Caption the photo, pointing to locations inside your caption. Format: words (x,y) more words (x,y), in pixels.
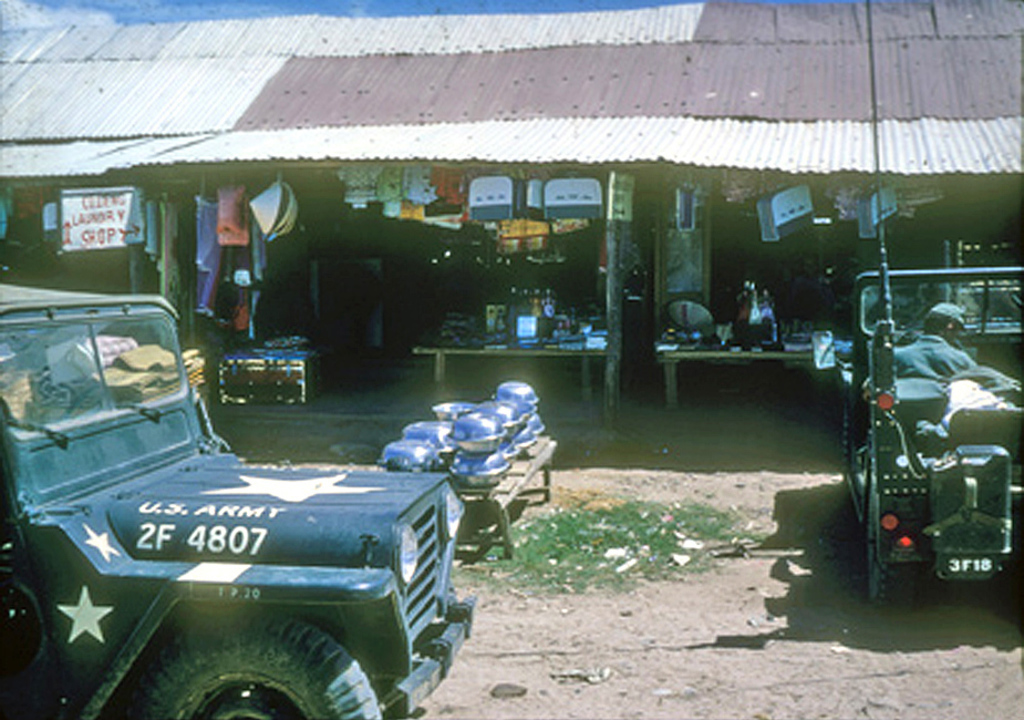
In the picture, there are some stores (349,240) under a shed (414,101) and in front of the stores (407,405) there are two vehicles (849,428), in the second vehicle (943,449) there is a man (926,346) sitting in front of the steering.
